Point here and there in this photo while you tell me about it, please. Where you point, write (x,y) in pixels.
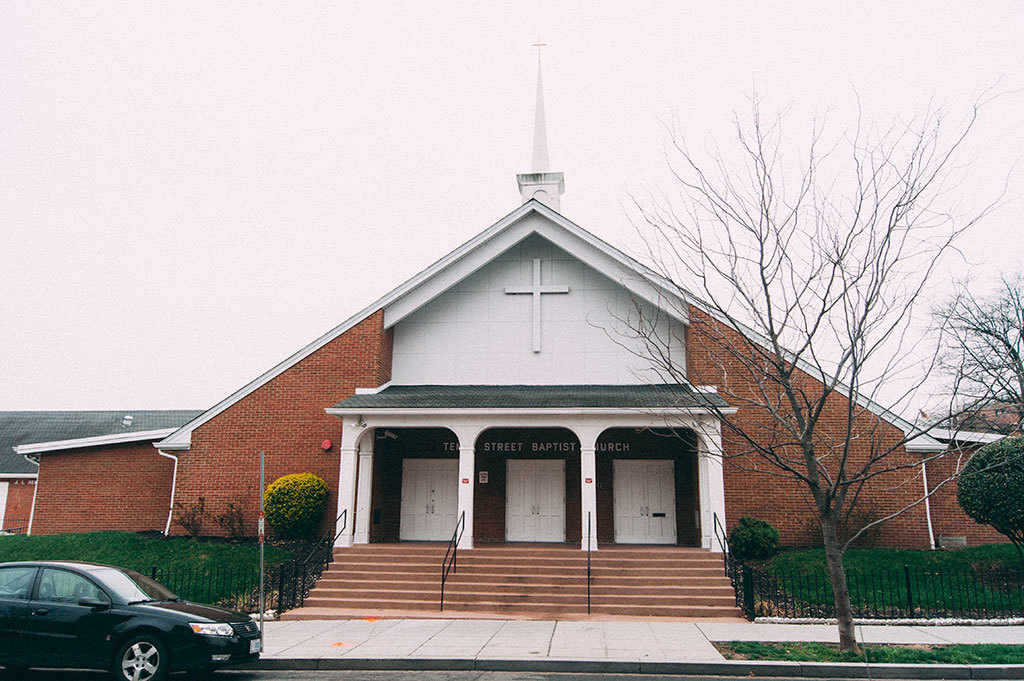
At the center of the image (479,410) there is a church (545,468), in front of the church (735,512) there are stairs (488,562) and railing (447,570). On the other sides of the stairs (498,570) there are trees (284,520) and grass (200,590). On the left side of the image (73,611) there is a car (92,641). In the background (196,256) there is a sky (254,237).
